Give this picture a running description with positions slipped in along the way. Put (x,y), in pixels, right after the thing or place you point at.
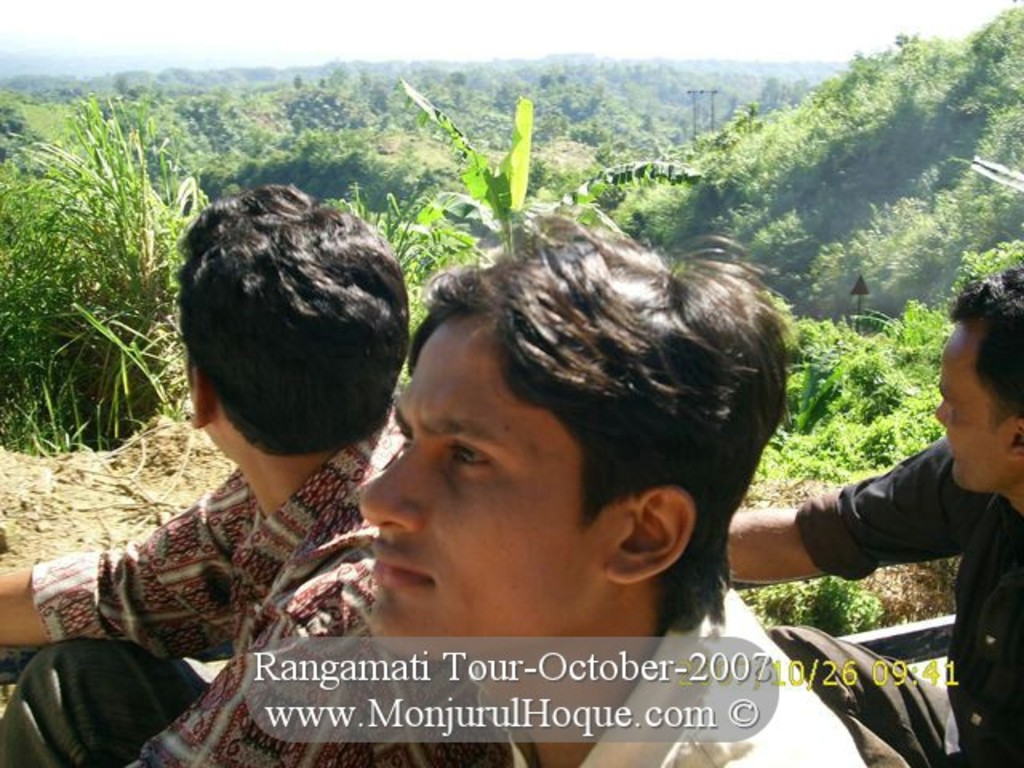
In this image we can see there are people (560,513), trees (858,253) and plants (835,378). At the bottom (589,708) there is a watermark (611,702). In the background (328,13) we can see the sky (358,8).
